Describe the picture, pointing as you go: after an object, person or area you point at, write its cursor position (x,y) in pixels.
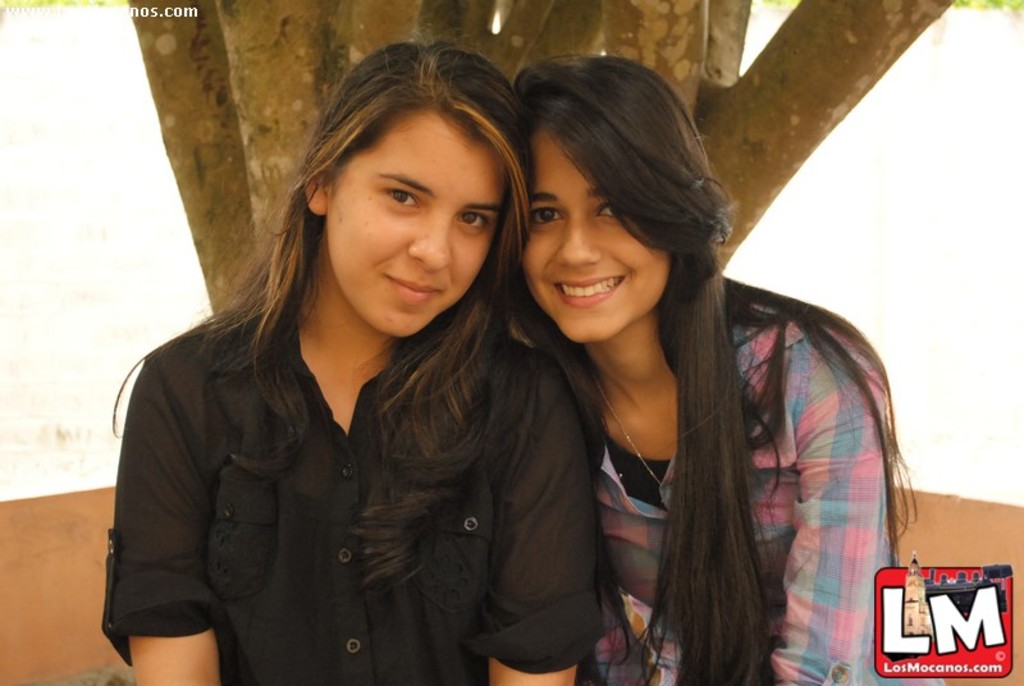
The image consists of two women (385,563). To the left (299,569), the woman (355,545) is wearing black dress (364,597). In the background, there is a tree (666,79).
